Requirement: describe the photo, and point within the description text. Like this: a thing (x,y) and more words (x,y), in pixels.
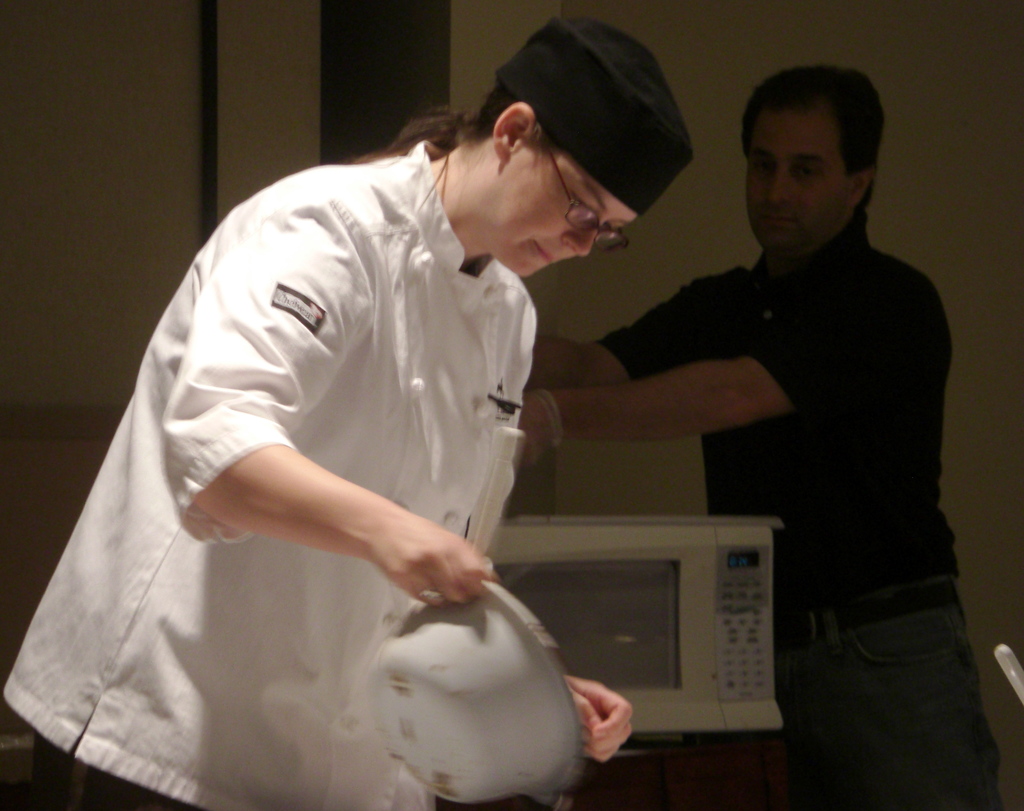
There is one woman (302,421) wearing a white color dress (274,572) and holding an object (419,730) on the left side of this image (309,522), and there is one other person (840,403) standing on the right side of this image (848,408) is wearing black color t shirt (828,415). There is a microwave oven (648,595) at the bottom of this image (673,637), and there is a wall (950,111) in the background (971,388).
